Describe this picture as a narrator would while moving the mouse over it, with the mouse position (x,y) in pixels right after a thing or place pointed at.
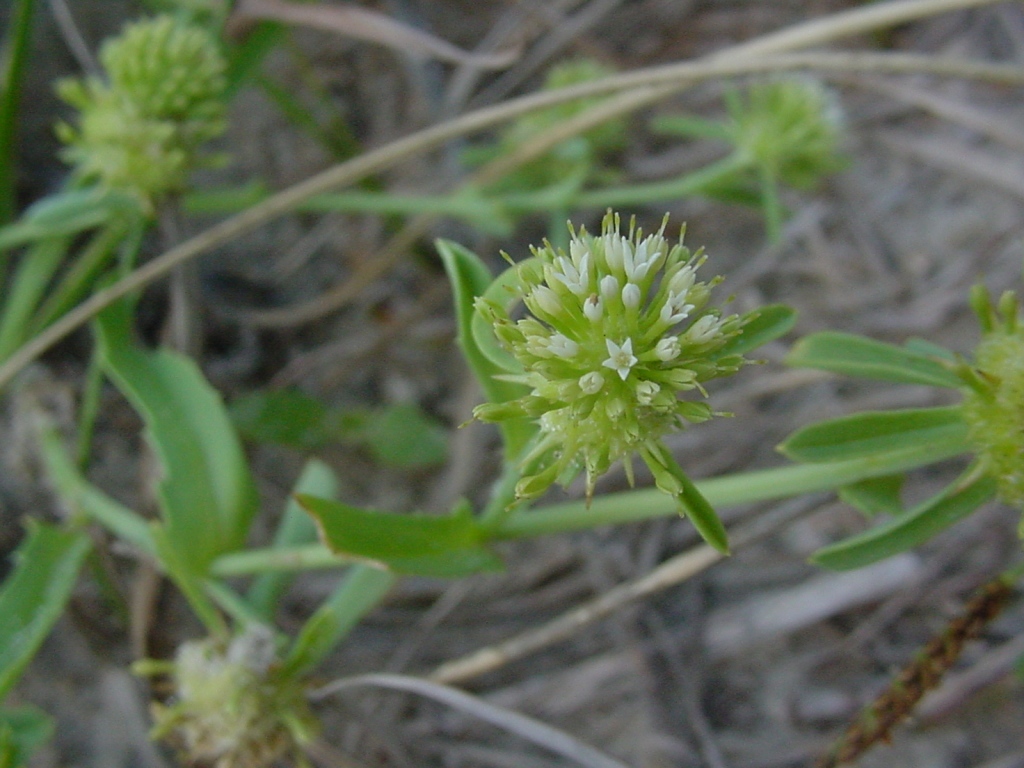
In this image, we can see a green color flower (531,489) and there are some green color leaves (172,353).
